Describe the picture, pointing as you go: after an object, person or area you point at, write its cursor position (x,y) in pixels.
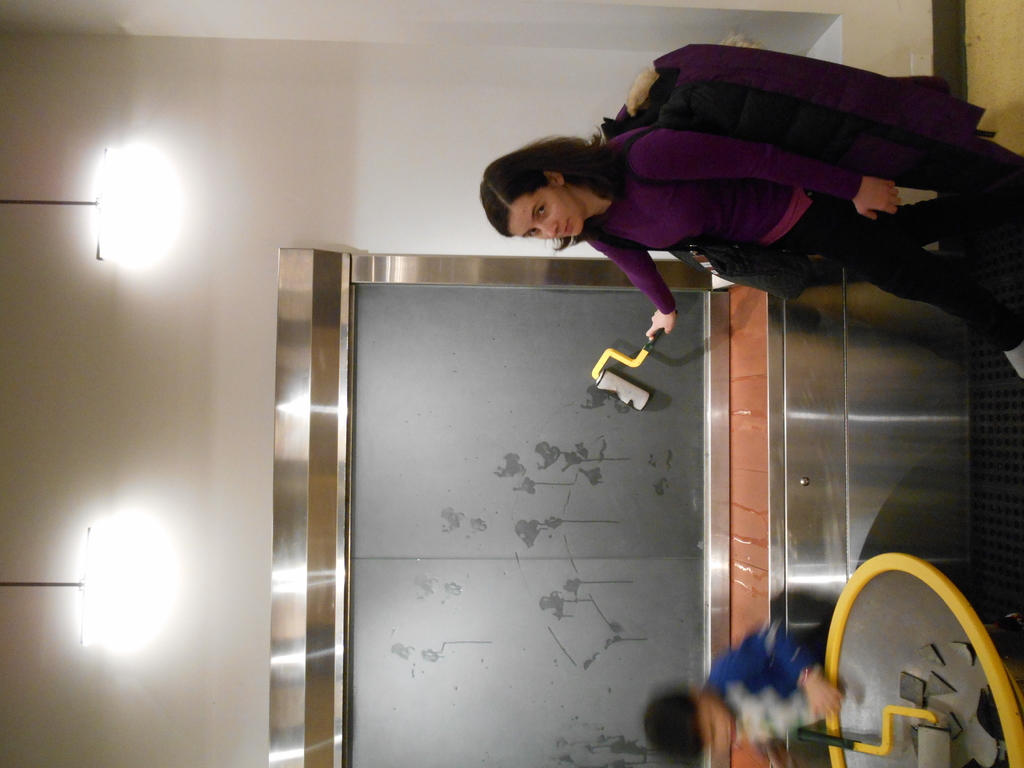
On the right side of the image (877,514) we can see a lady (578,142) is holding painting roller brush (637,359) and also we can see a machine (959,708). In the center of the image (470,402) we can see a board (619,522), a kid (763,667). On the left side of the image (244,141) we can see the lights (135,531) and ceiling (168,434). At the top of the image (487,64) we can see the wall (468,53). In the top right corner (1004,33) we can see the floor (983,59).
